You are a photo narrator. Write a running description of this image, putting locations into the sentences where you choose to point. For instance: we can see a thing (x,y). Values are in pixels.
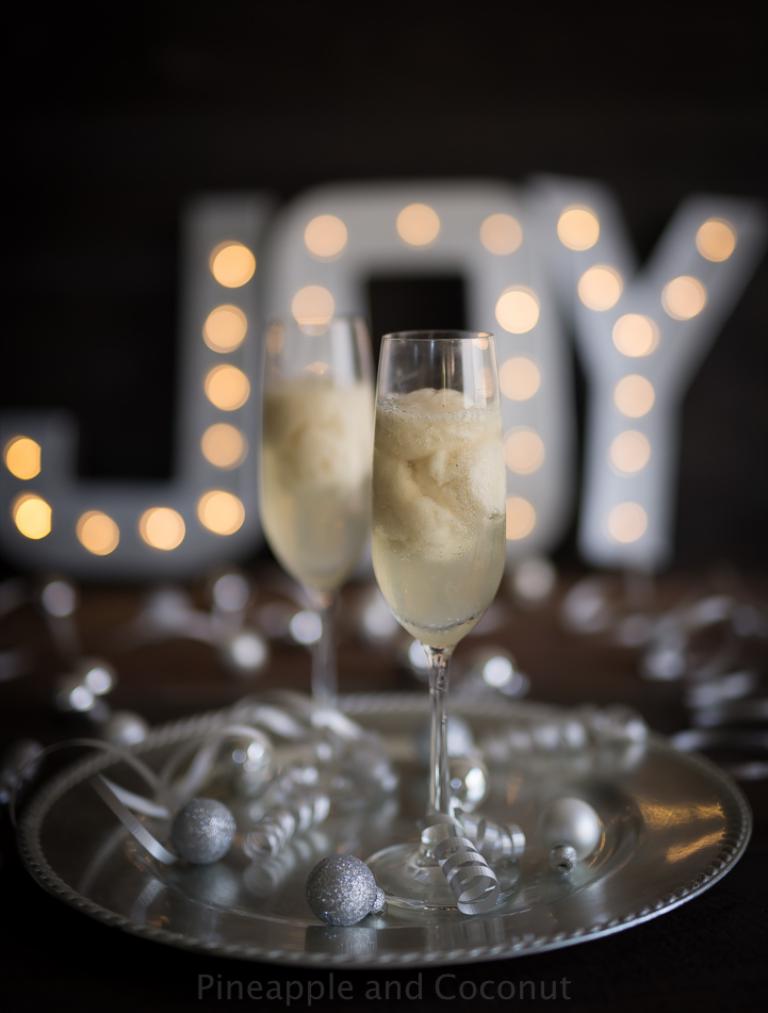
In this picture we can see glasses (334,449) and objects (362,918) in the plate (456,914). Background (506,607) portion of the picture is blurred. We can see letter boards (425,267) with lights (693,294).
